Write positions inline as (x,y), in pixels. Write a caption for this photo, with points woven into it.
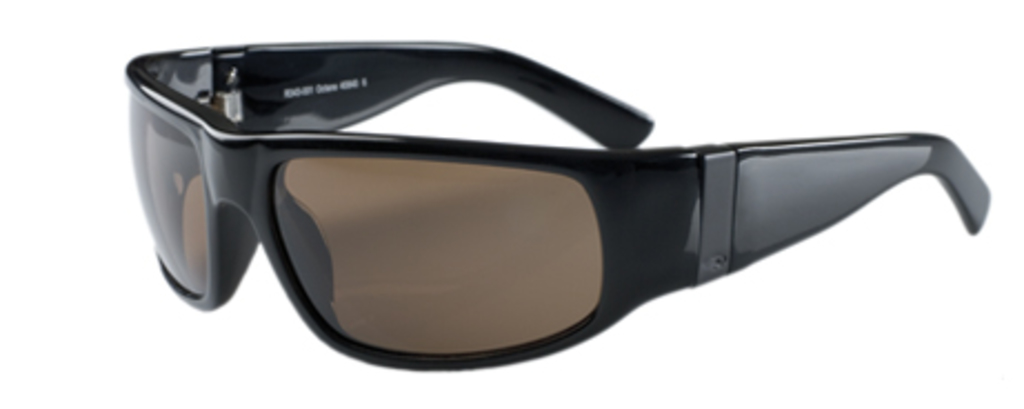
In the center of the image (502,214) we can see a goggles (296,245).
